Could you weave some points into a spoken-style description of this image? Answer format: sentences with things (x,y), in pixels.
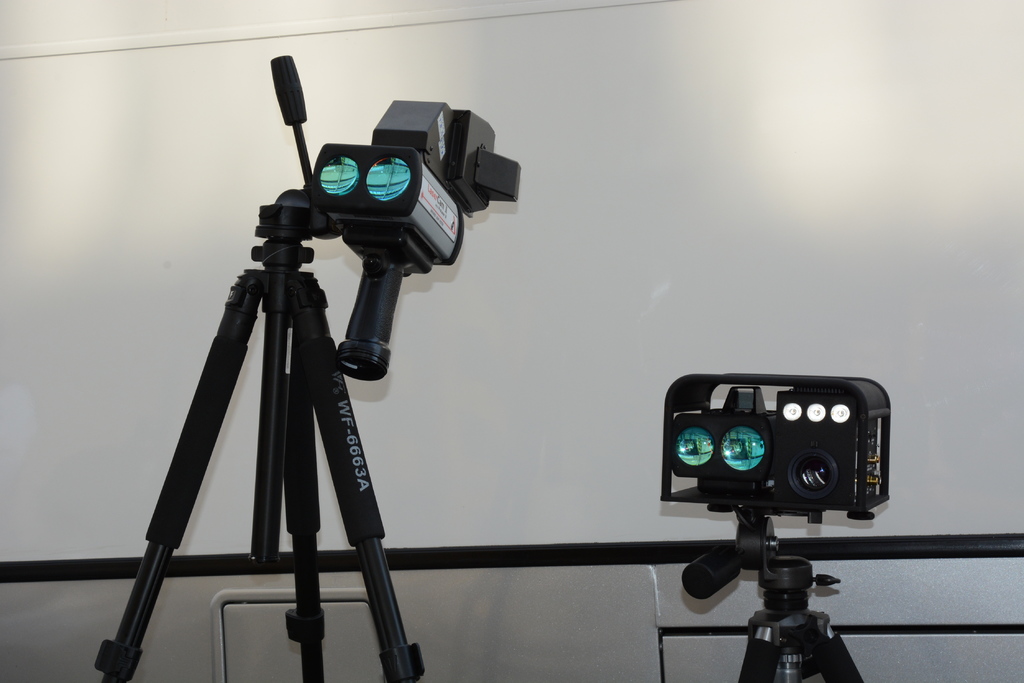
In the image there are two gadgets (710,490) in the foreground (317,649).
